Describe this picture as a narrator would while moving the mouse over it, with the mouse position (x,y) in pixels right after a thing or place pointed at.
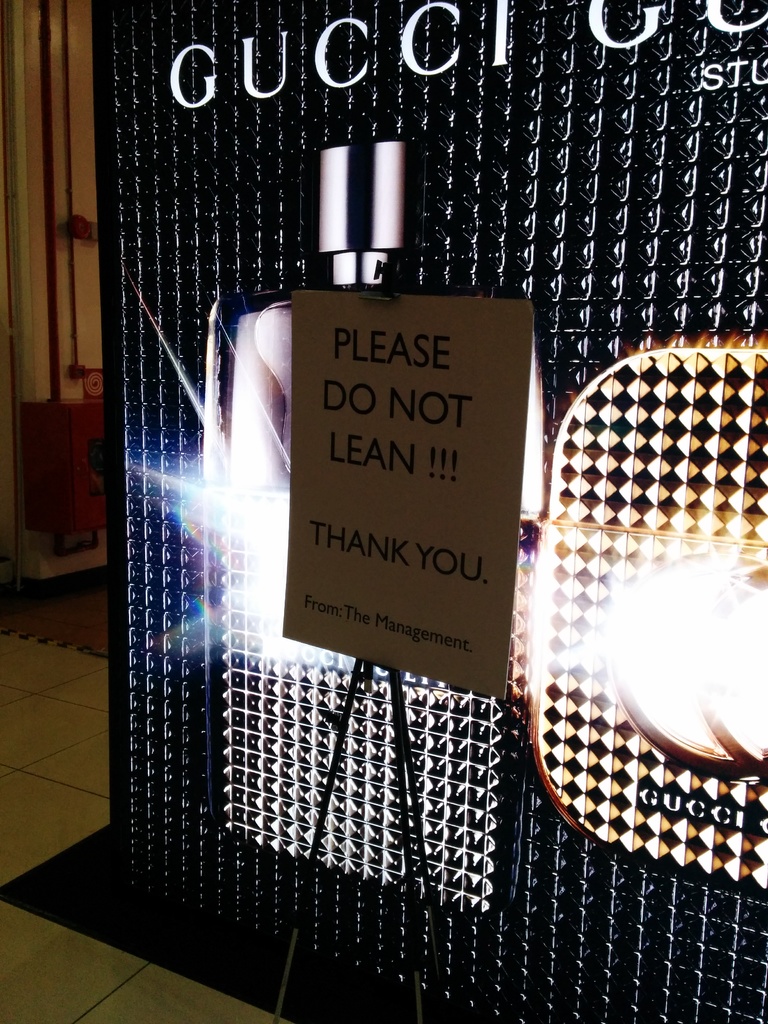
In this image we can see an advertisement board (478,198), floor (52,711), fire cabinet (78,462) and pipelines (72,242).
